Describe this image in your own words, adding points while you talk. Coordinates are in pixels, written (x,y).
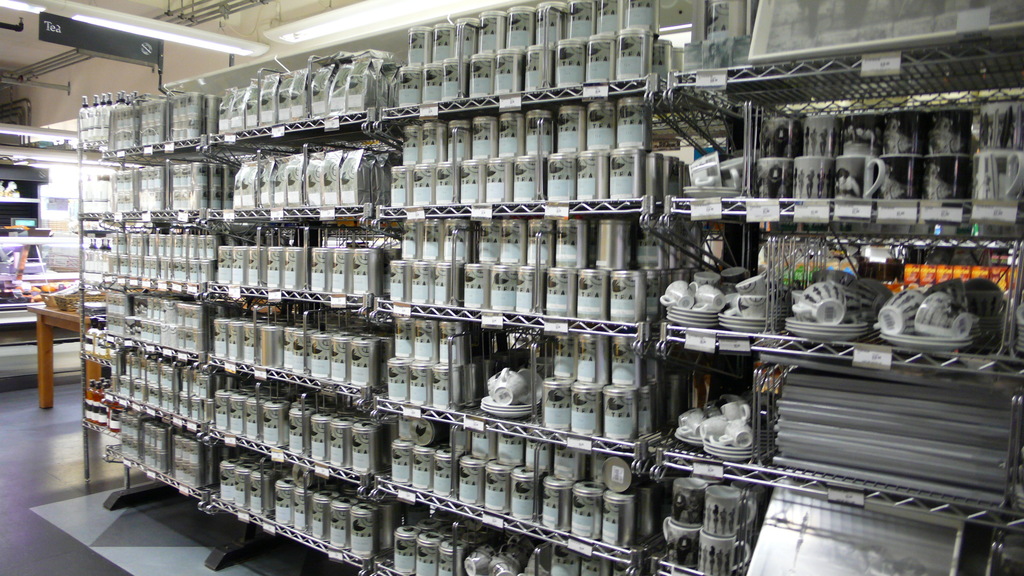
This picture shows few cups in the metal racks (154,150) and we see few cups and saucers (700,319) and a wooden table (79,315) on the side and we see couple of lights (137,15) and a name board (91,45) to the roof (36,57).
